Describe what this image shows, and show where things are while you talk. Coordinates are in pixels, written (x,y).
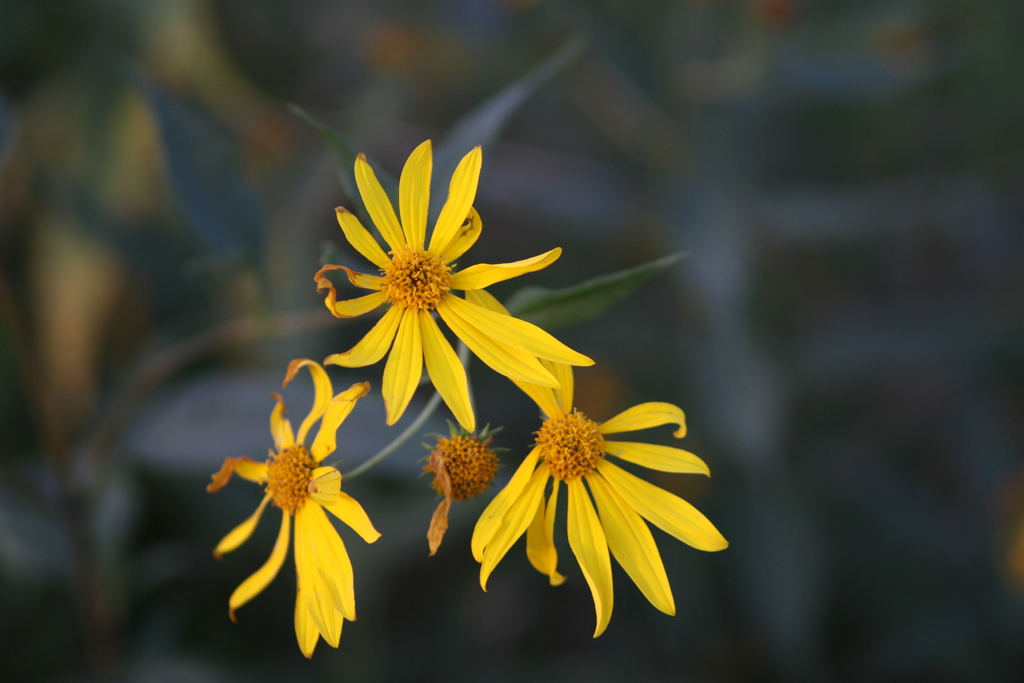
In the foreground of this image (458,228), there are three flowers (454,402) to the plant (583,304) and the background (834,209) image is blur.
